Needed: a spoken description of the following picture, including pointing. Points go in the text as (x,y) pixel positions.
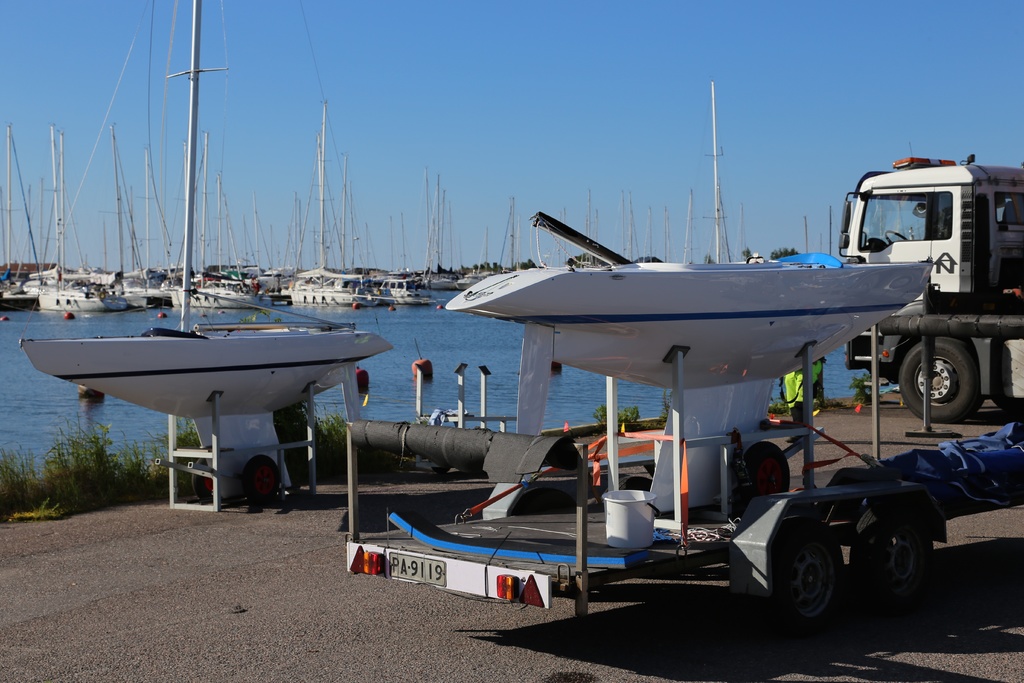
In this image I can see there are boats (696,449) at this side. On the right side (969,191) there is a truck (935,281) in white color, in the middle (396,292) there are small boats (121,278) in white color in the water (443,341), at the top (480,77) it is the sky (481,74).
